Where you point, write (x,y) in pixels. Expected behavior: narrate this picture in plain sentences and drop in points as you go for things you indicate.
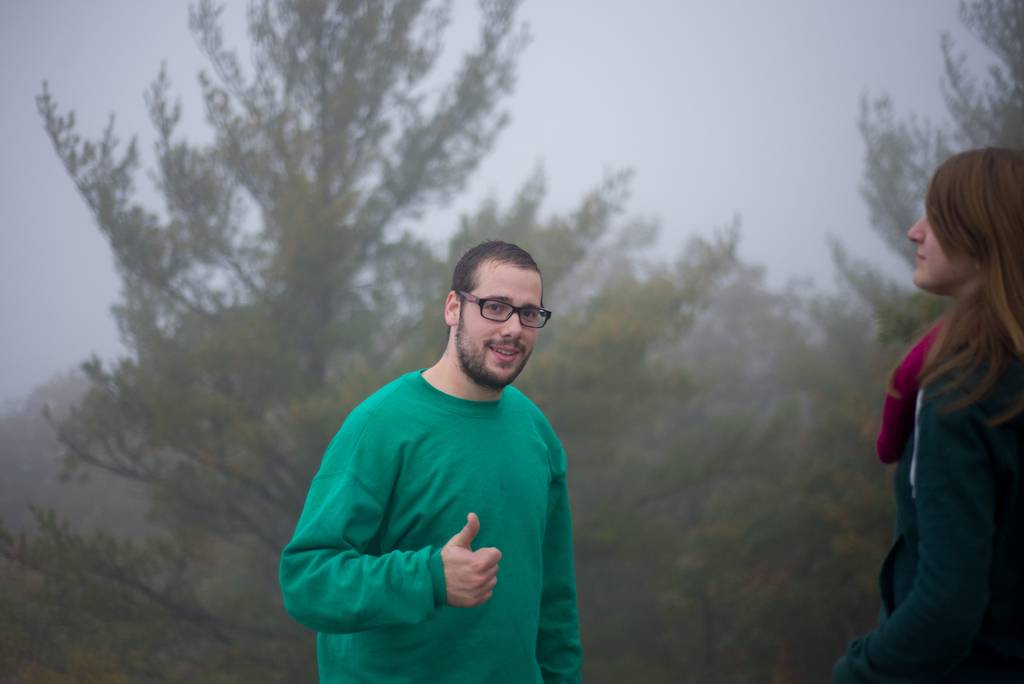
In the middle of the image (521,279) a man (330,683) is standing and smiling. Behind him there are some trees (535,229). Bottom right side of the image (990,464) a woman (952,161) is standing. Top of the image (919,54) there is fog (57,157).
